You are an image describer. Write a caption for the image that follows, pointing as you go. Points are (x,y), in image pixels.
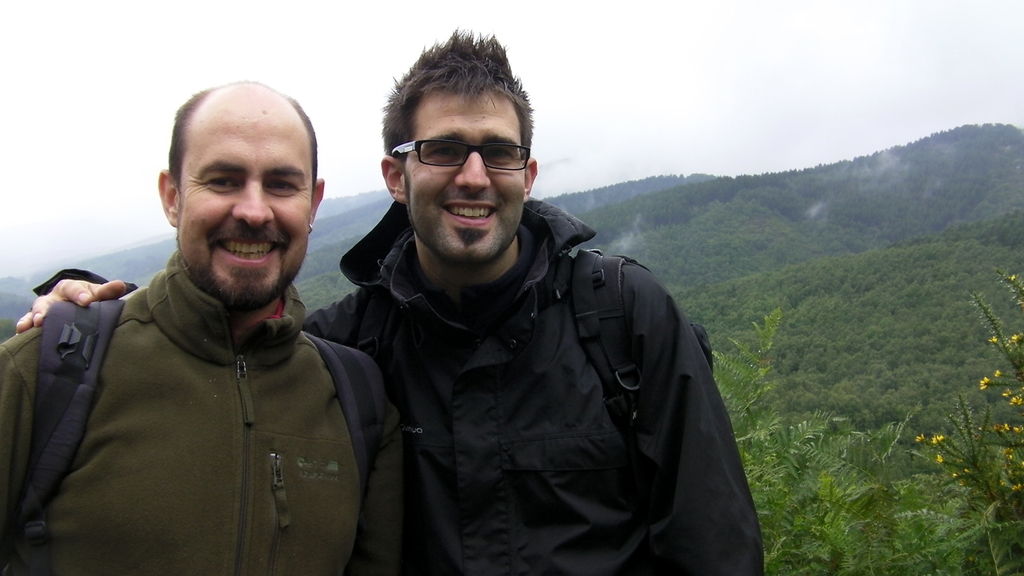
In the picture we can see two men (297,499) wearing jacket (394,428), carrying backpacks (51,445), standing and posing for a photograph and in the background of the picture (654,215) there are some mountains (941,339) and top of the picture (599,65) there is cloudy sky (105,195).
